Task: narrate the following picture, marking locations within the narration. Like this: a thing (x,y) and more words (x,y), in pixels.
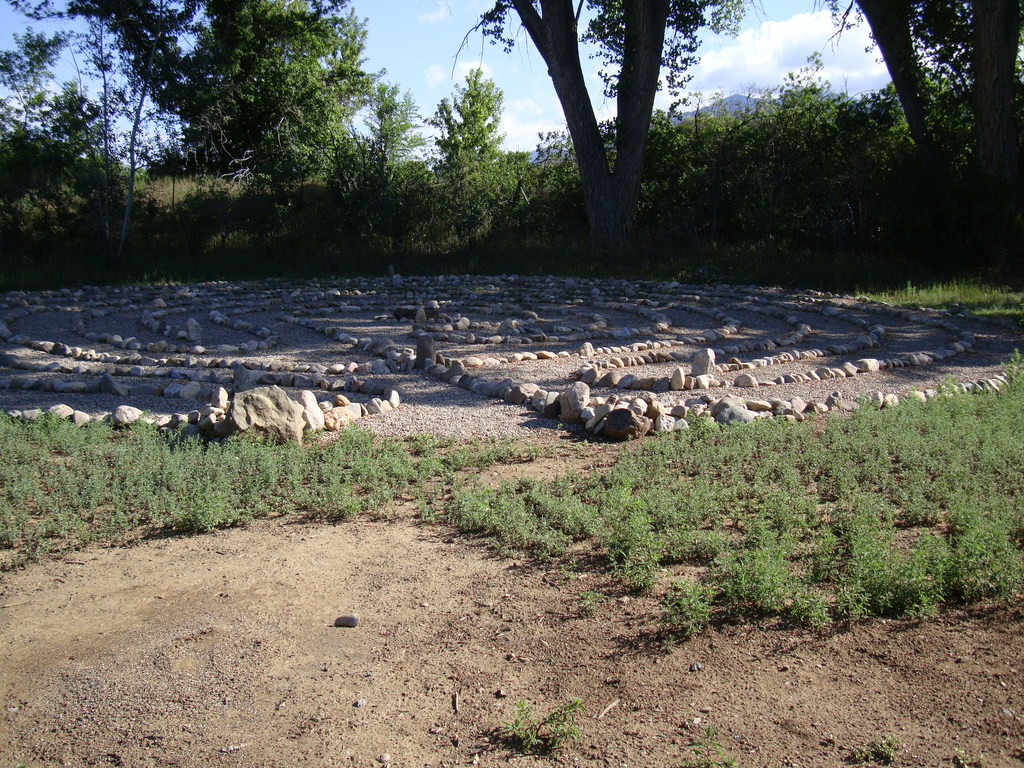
In this image, there is an outside view. In the foreground (99,412), There are some plants (672,554) and stones (180,362). In the background (98,112), there are some trees (895,59) and sky (855,25).
